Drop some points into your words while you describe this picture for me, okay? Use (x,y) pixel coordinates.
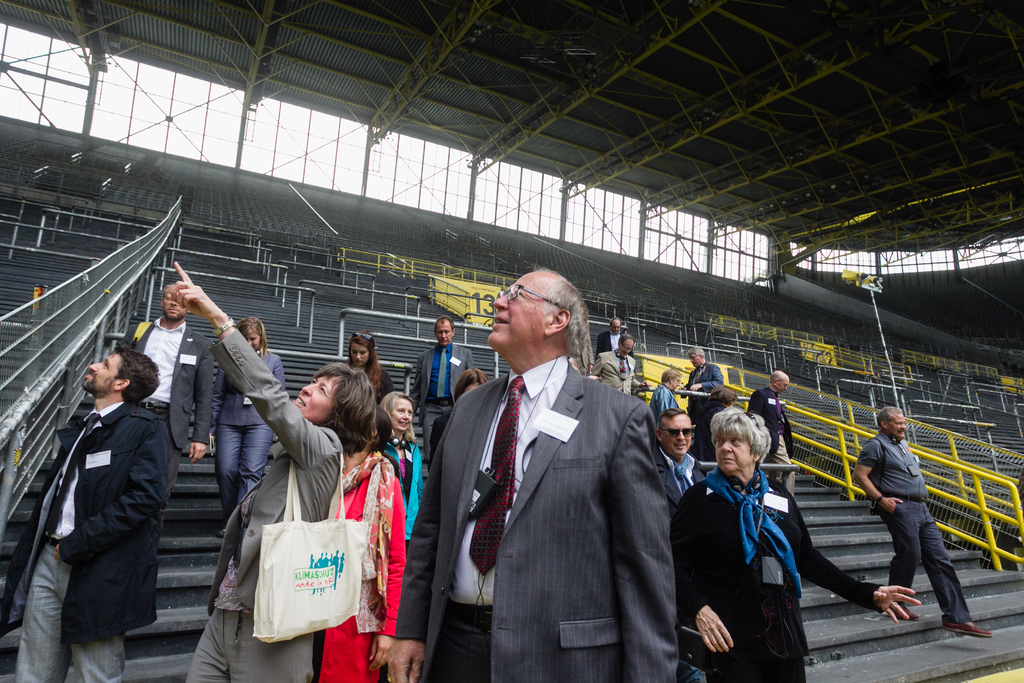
In this image I see number of people (614,400) and I see that this woman (320,390) is carrying a bag (296,506) and I see that few men (91,433) are wearing suits (704,382) and in the background (364,309) I see the railing (831,413) and steps (855,636) and I see the ceiling (610,82) on which there are many rods (528,60).
